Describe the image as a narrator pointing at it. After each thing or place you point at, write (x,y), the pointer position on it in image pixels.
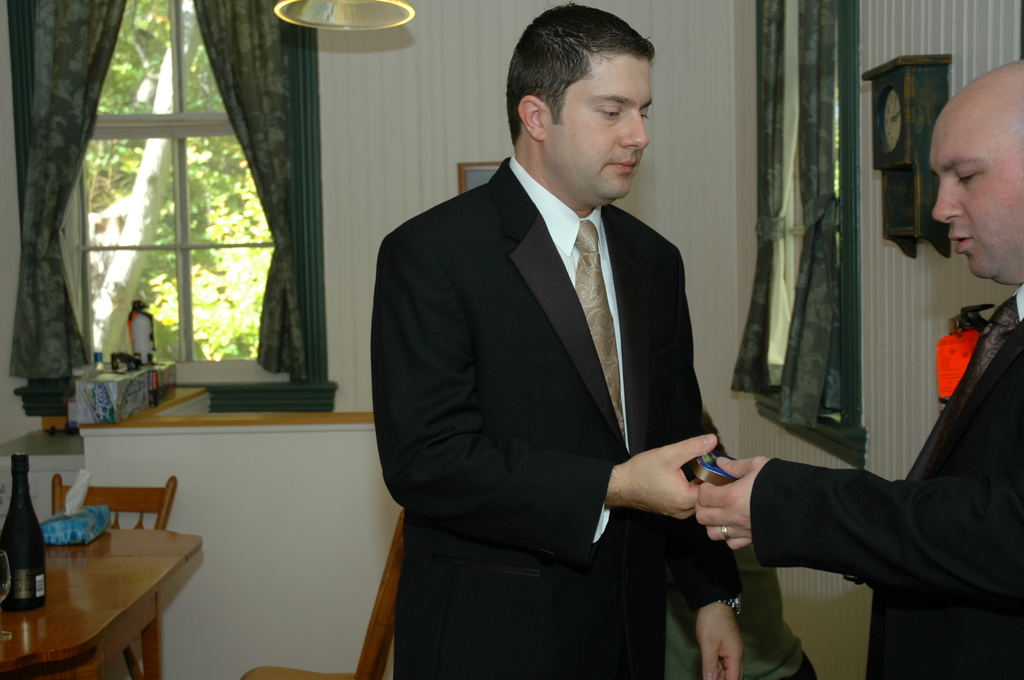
In the background (83,135) we can see the curtains (778,156) and window glass (158,151). Through the glass (167,190) we can see a branch (122,231) and green leaves (205,215). In this picture we can see few objects (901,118), clock (908,115), table (59,572) and chairs (115,507). On a table (75,553) we can see a bottle (33,578) and an object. On the right side of the picture (957,521) we can see the men (505,517) holding an object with their hands (741,460).
